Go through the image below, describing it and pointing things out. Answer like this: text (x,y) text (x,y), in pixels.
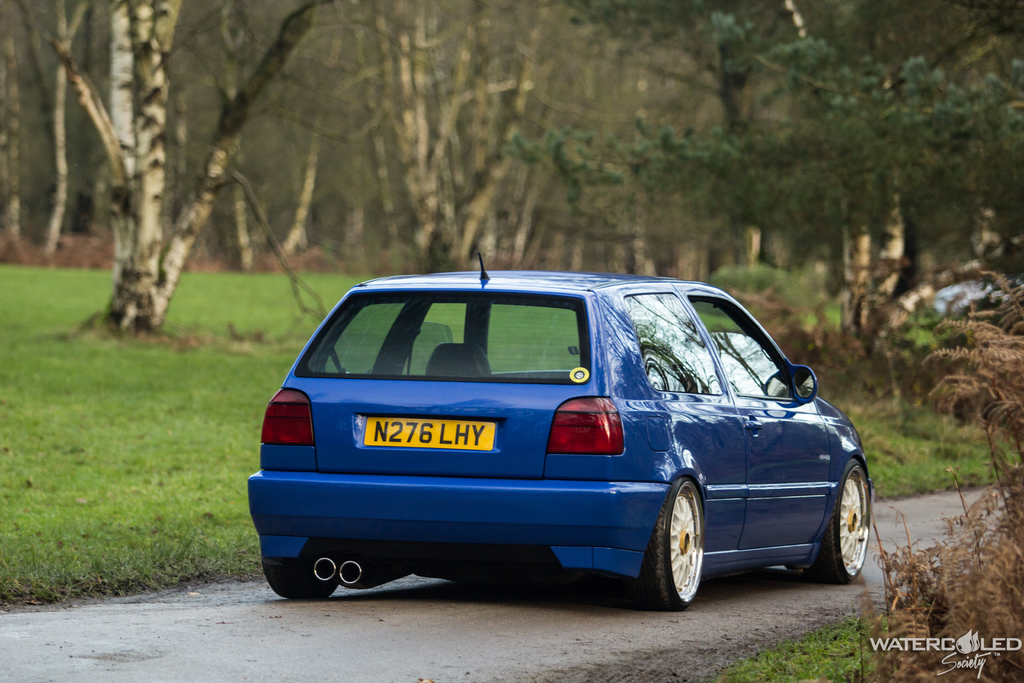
In the image we can see a vehicle (542,502) on the road (463,642). Here we can see grass (163,364), trees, dry plant (915,669) and on the bottom right (976,654) we can see the watermark (972,640).
